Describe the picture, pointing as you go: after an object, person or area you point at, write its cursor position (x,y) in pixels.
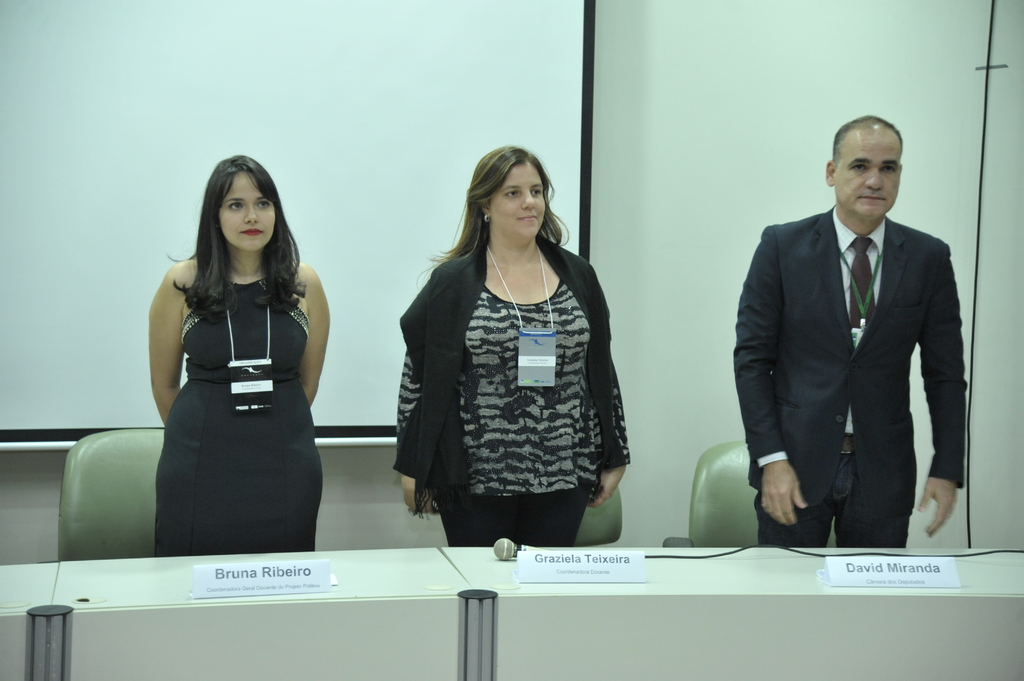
In this image we can see three people (597,417) standing beside a table (382,612) containing a mic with a wire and some name boards (287,586) on it. On the backside (736,184) we can see some chairs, a wall (693,286), wire (982,178) and a display screen (306,260).
